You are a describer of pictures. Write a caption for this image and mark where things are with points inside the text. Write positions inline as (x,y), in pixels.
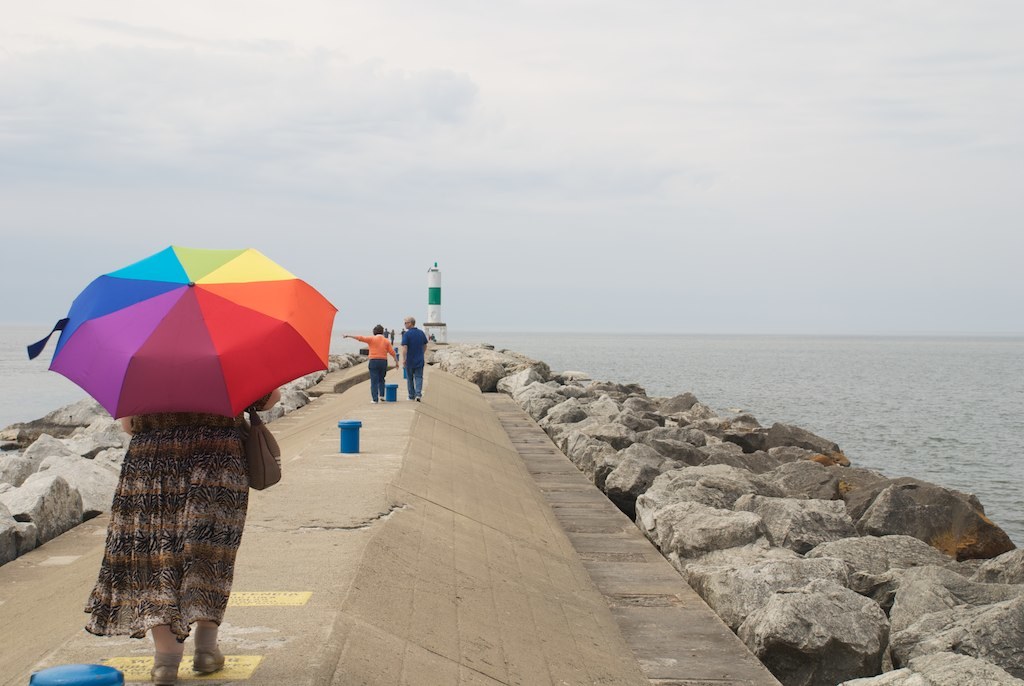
In this image there is a path (318,437), on that path (325,416) there are people (380,352) walking one woman (204,536) is wearing an umbrella (112,360), in the background (936,393) there is the sea (846,350).
